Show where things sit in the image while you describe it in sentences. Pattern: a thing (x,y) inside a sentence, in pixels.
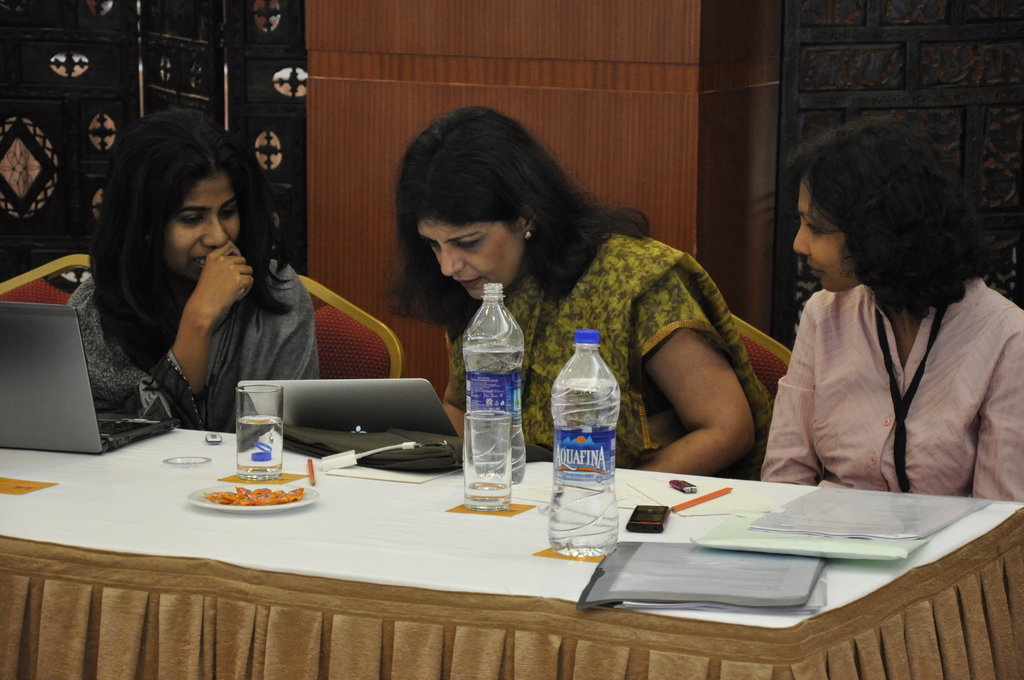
In this picture there are three woman (836,409) are sitting on the table (677,534) with books (662,558) and water bottles (572,555) on top of it.
